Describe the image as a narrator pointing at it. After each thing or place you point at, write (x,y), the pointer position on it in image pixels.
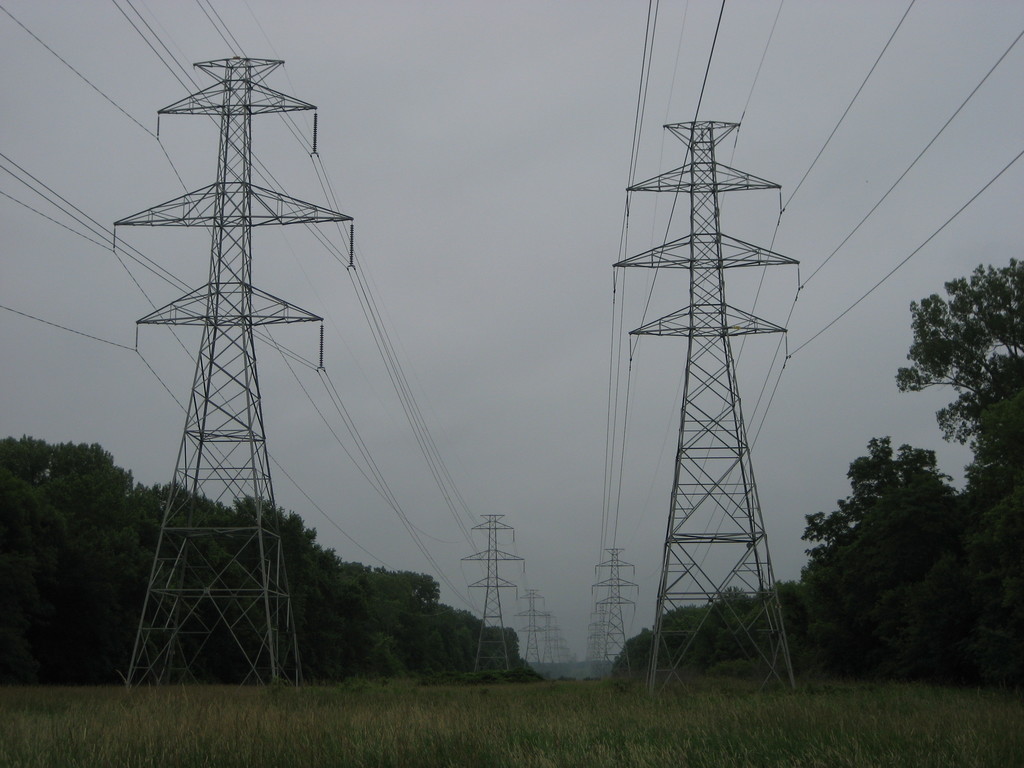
In this image I can see the towers (719,505) with wires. To the side of the towers (139,633) there are many trees (326,611). In the background (507,254) I can see the sky (493,245).
